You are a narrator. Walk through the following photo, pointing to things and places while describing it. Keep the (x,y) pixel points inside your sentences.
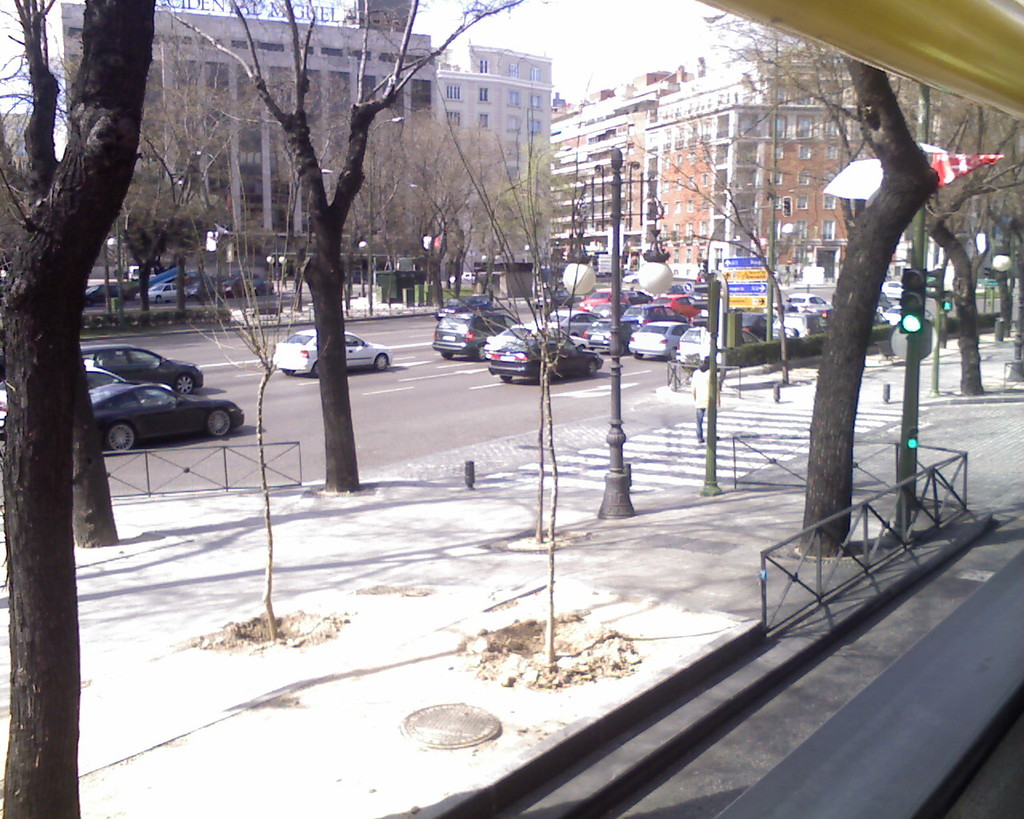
In this image I can see number of trees (26,755), few poles (920,216) and few signal lights (711,301). In the background (471,343) I can see number of cars (496,374) on the road (306,424), few buildings (805,163) and few more trees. In the background (742,270) I can see few boards (752,262) and on these boards (728,260) I can see something is written.
